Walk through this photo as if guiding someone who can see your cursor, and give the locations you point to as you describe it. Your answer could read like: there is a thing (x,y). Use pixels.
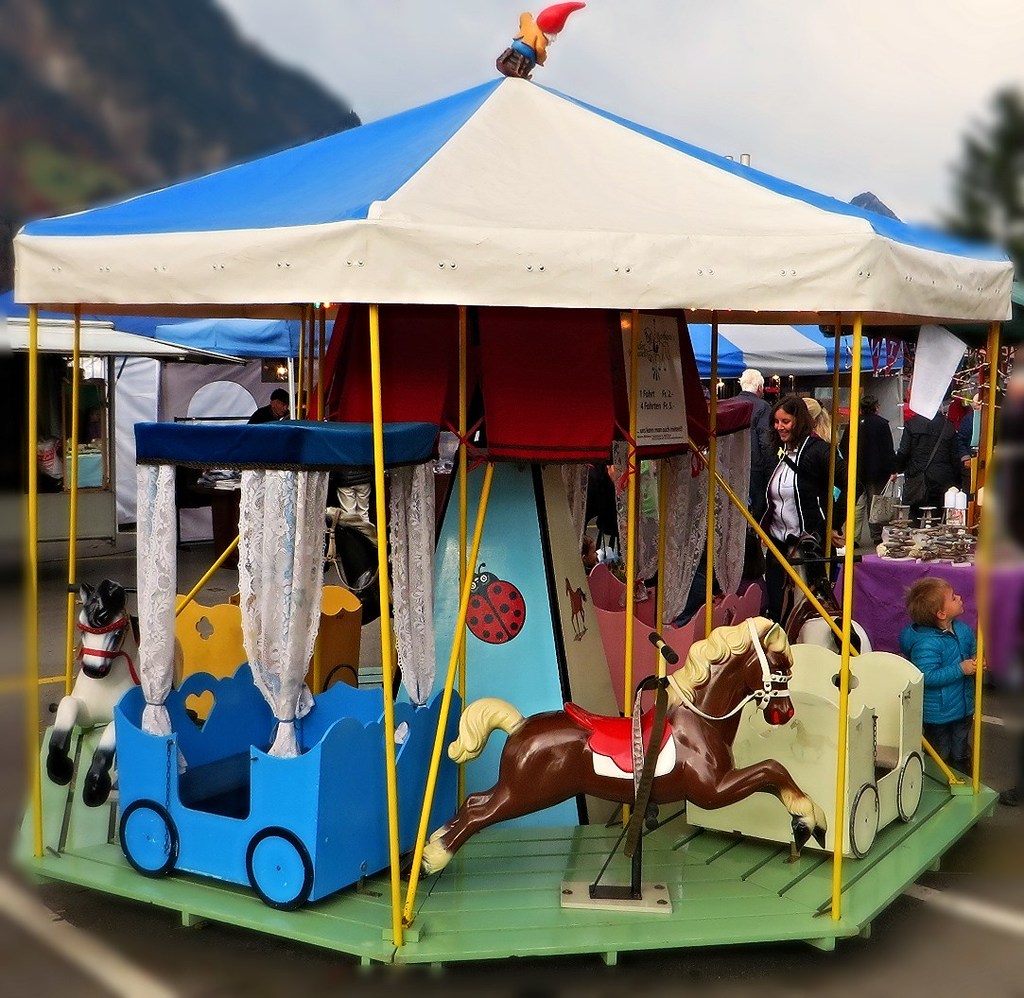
In this picture we can observe a blue and white color tent (429,225) under which there are some toys (353,631). The toys (407,769) were in blue, brown and cream color. We can observe some people (925,473). In the background (803,92) there is a sky (737,76).
